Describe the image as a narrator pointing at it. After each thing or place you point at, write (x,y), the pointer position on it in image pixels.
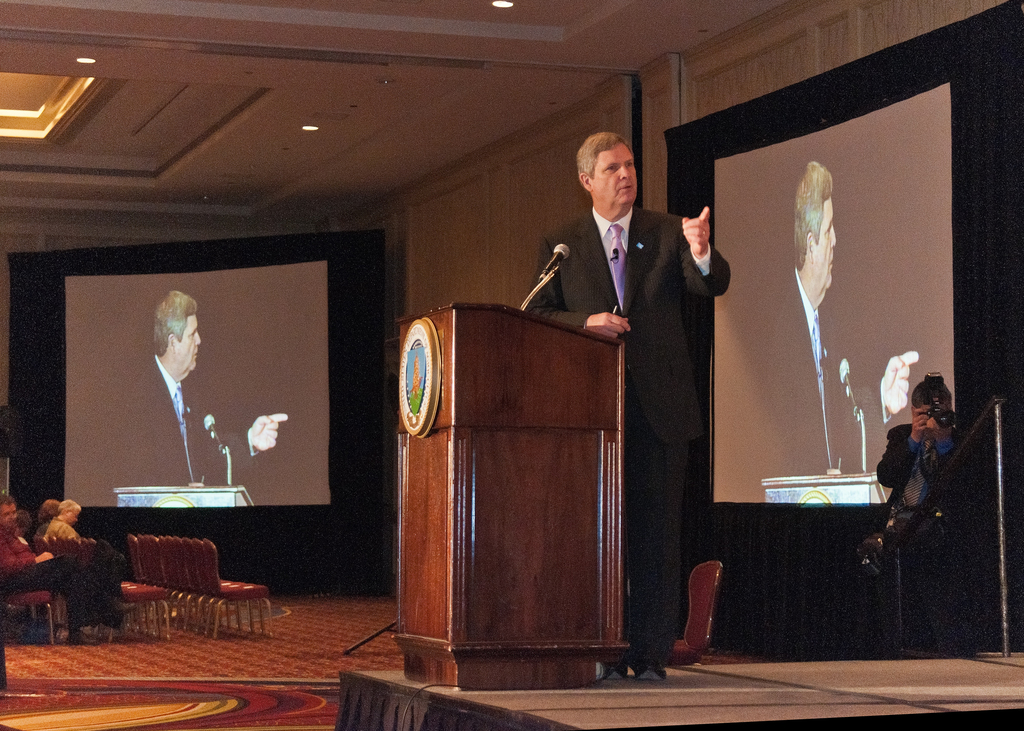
In this image there is a podium (465,326), mike (548,279), in front of it there is a person (701,251) standing on stage (986,678), behind him there is a screen (875,189), on which there is a person (807,264), mike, podium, in front of a podium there is a person (901,525) holding a camera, pole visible on the right side (1000,477), on the left side (172,562) there are some chairs (159,565), on which there are some people (73,510), screen (73,481), on which there is a person (168,369), mike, podium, at the top (161,118) there is the roof (191,123), on which there are some lights (45,108).
